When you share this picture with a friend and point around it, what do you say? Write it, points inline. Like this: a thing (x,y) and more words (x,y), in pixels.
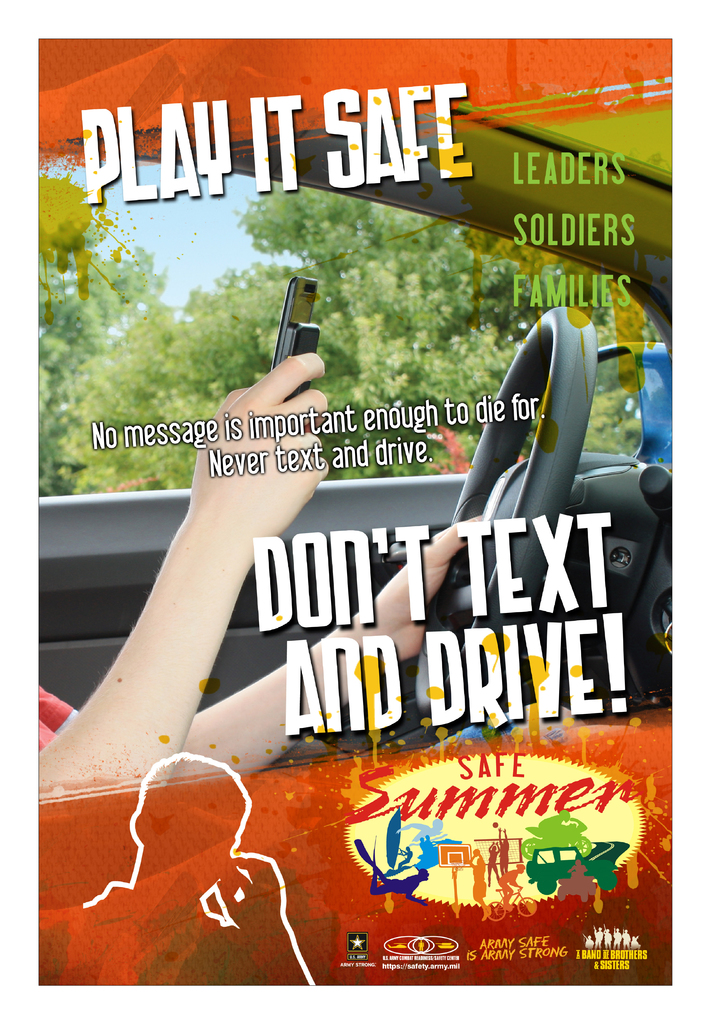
In this picture we can see the sky (140,204), trees (339,278) and a person (92,739) inside a car (635,509), holding a mobile (288,354) and a steering (564,395). We can see there is some information (181,124).
